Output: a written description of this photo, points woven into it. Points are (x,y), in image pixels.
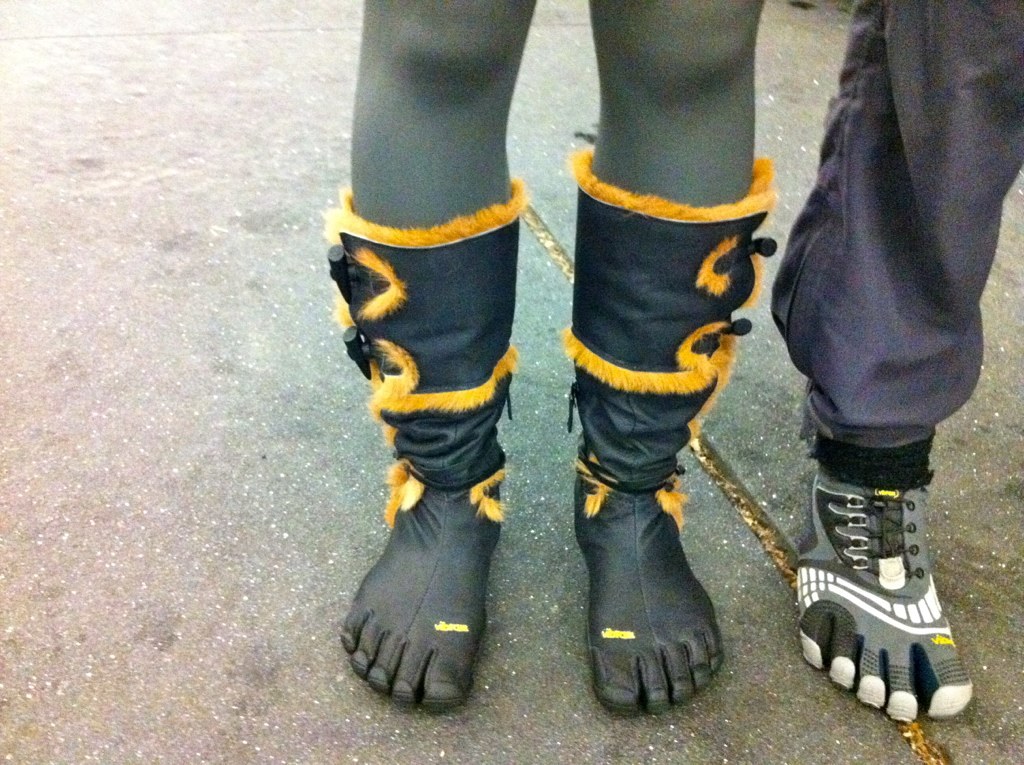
In this picture we can see there are legs (410,205) of two persons (505,197) and the persons (614,142) are standing on the road (515,717).
